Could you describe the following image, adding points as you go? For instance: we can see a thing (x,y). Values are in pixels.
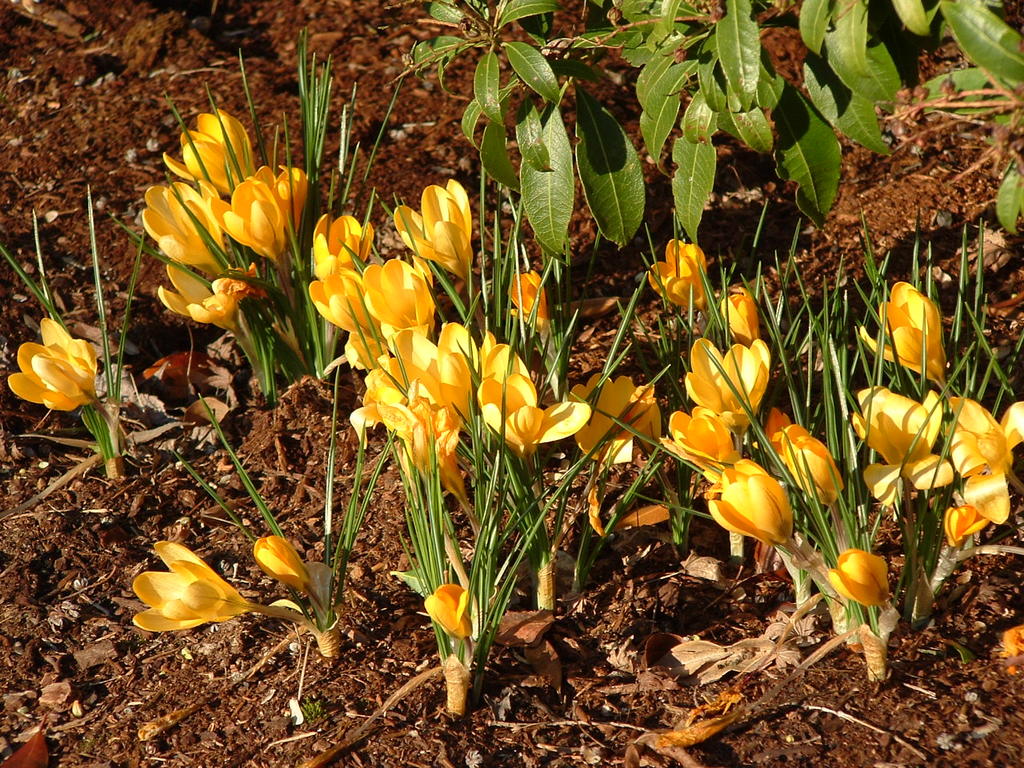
In this image, we can see flower plants (455,456) and ground (670,751). Top of the image (565,222), we can see plant leaves (639,50) and stems (634,23).
